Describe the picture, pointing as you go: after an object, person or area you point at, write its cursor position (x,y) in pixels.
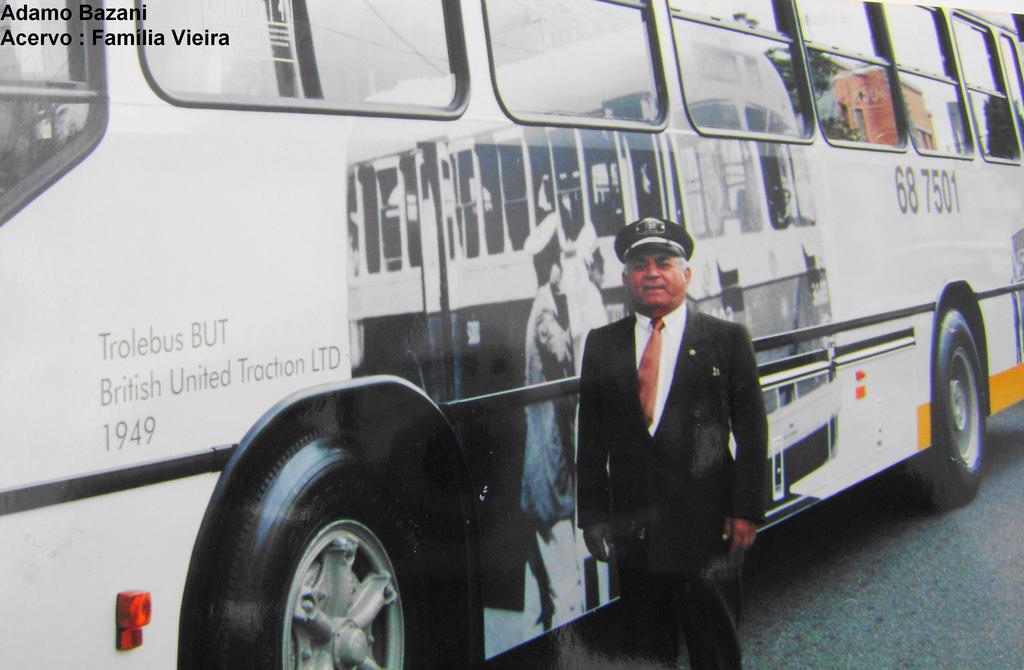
In this image I can see the person (726,466) standing and the person (679,615) is wearing black blazer (741,477), white shirt (675,361) and I can also see the vehicle (308,209) in white and black color and I can see few glass windows (416,47).
